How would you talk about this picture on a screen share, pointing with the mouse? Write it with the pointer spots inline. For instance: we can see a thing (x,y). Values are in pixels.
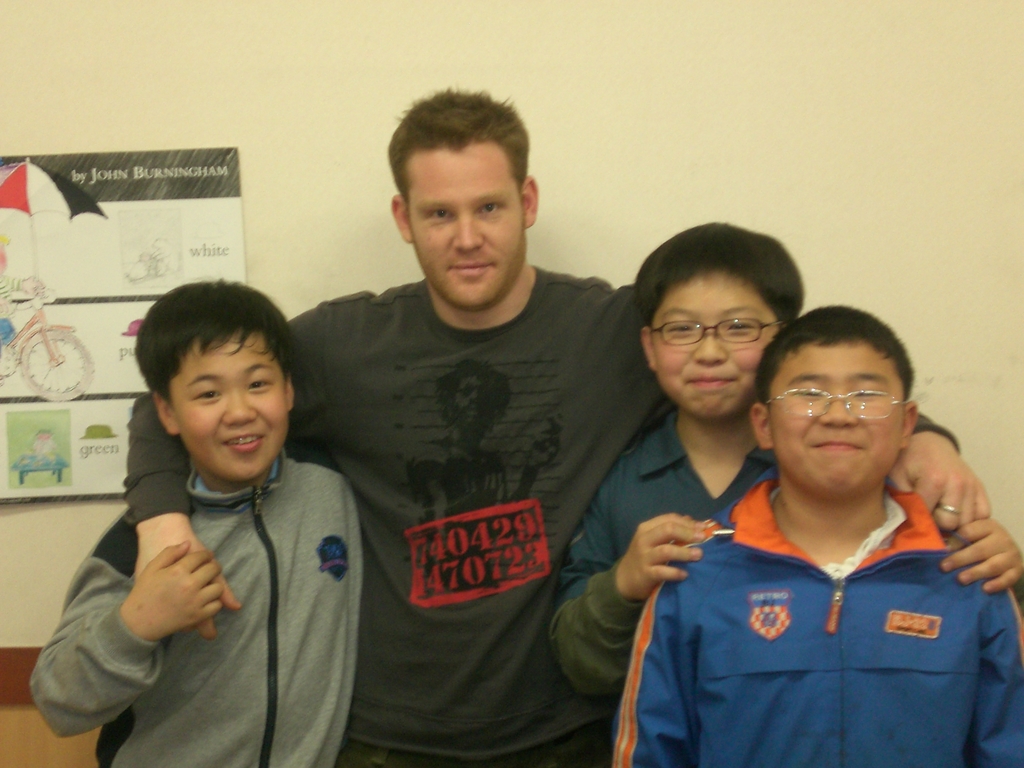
In this picture, the man (471,380) in the black T-shirt (417,456) and three children (322,540) are standing. All of them are smiling and they are posing for the photo. Behind them, we see a white wall (370,171). On the left side (114,252), we see a poster (109,309) or a chart (108,327) is placed on the wall (141,134).
